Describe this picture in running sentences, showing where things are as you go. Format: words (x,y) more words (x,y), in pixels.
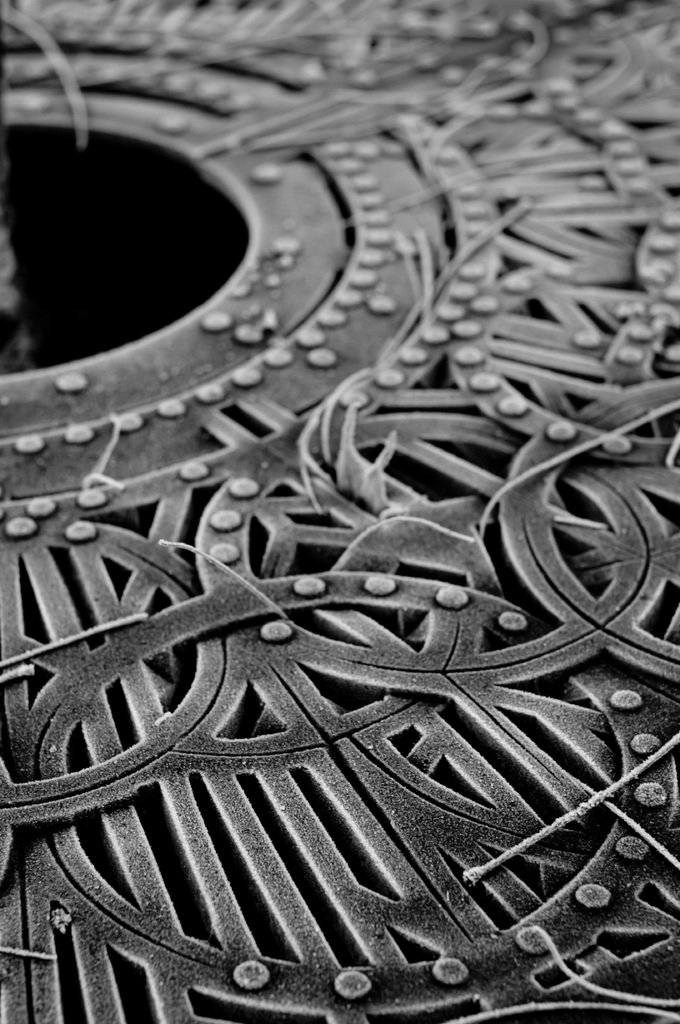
In the picture we can see a part of a round metal (416,847) and some designs (353,583) on it.
